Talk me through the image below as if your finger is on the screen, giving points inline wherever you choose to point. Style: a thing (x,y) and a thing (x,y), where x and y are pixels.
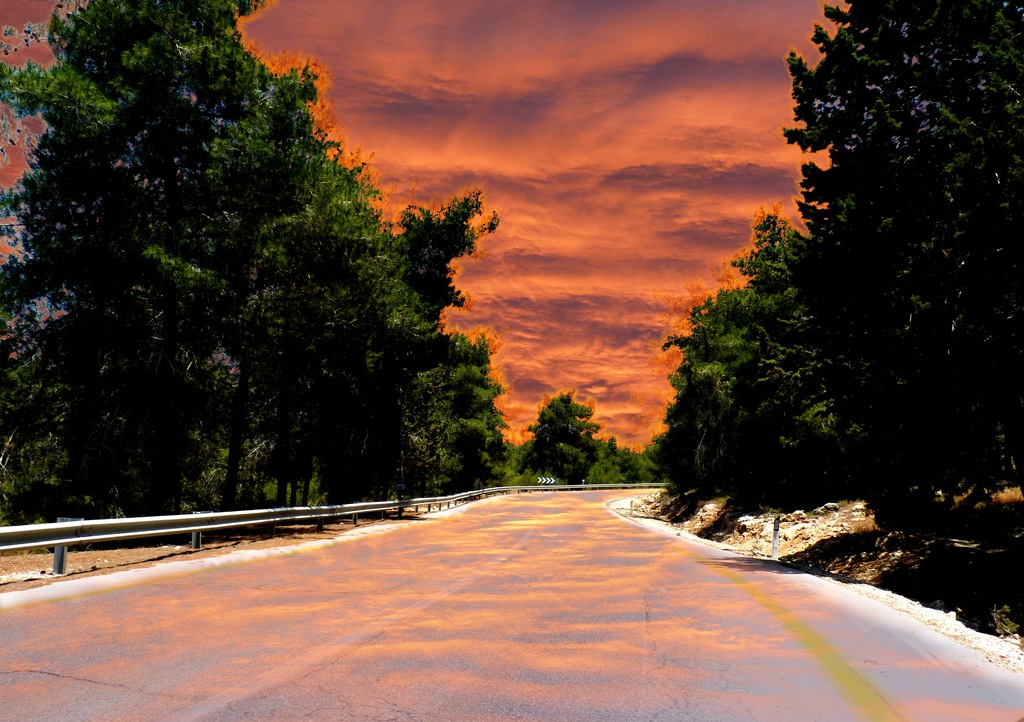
In this image we can see sky (518,195) with clouds (551,295), trees (410,442), barriers (59,538), road (374,559) and ground (917,547).
